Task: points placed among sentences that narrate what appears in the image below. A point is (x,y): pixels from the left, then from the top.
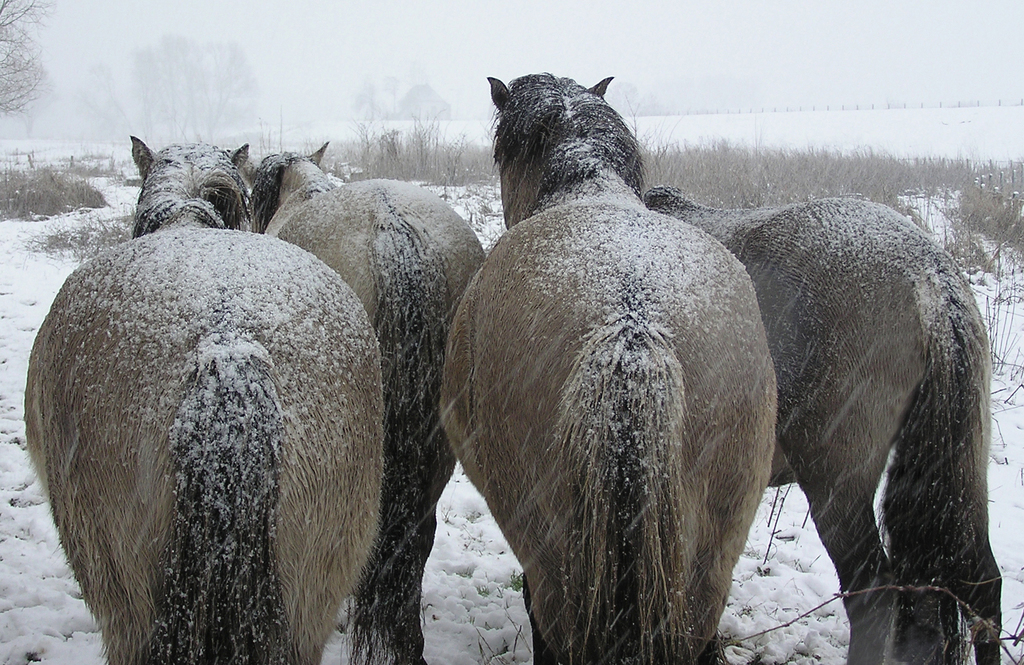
In this image there are four horses (237,317) standing on the ground (39,553). There is snow (195,256) on the horses (139,157). There are trees (392,117) and plants (414,154) on the ground (76,167). There is snow (29,300) on the ground (27,367). It is snowing in the image.
